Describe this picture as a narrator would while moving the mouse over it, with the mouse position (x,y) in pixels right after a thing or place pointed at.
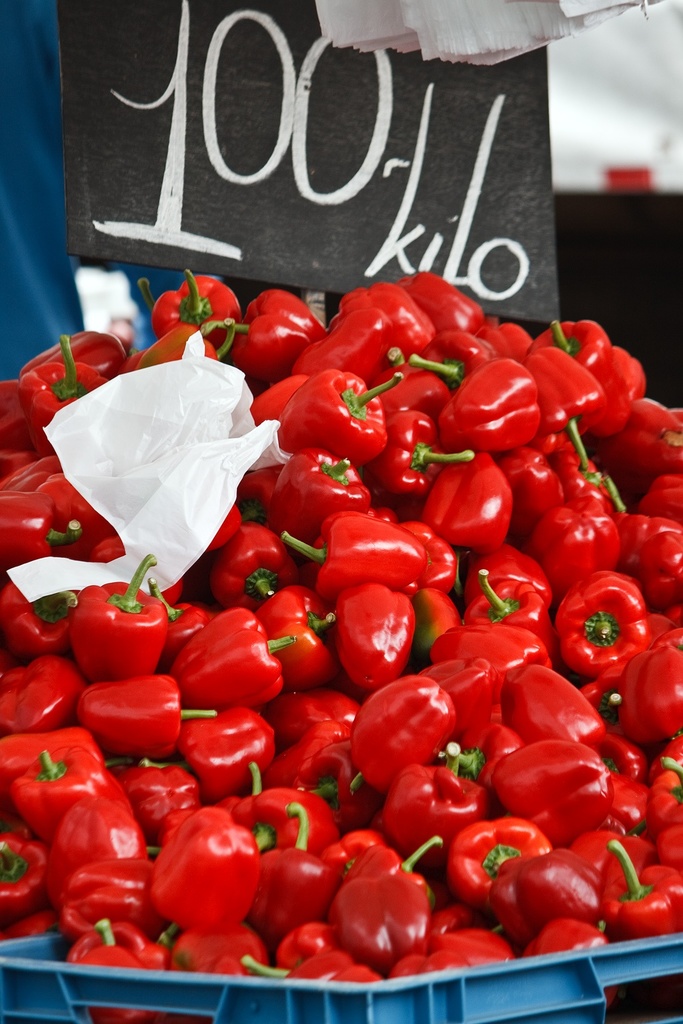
In this picture we can see a container (187,985) which contains red bell peppers (372,755) and plastic cover (170,479). At the top of the image (270,263) we can see a board (294,105) and plastic covers (430,28). On the board (407,135) we can see the text (241,151).
